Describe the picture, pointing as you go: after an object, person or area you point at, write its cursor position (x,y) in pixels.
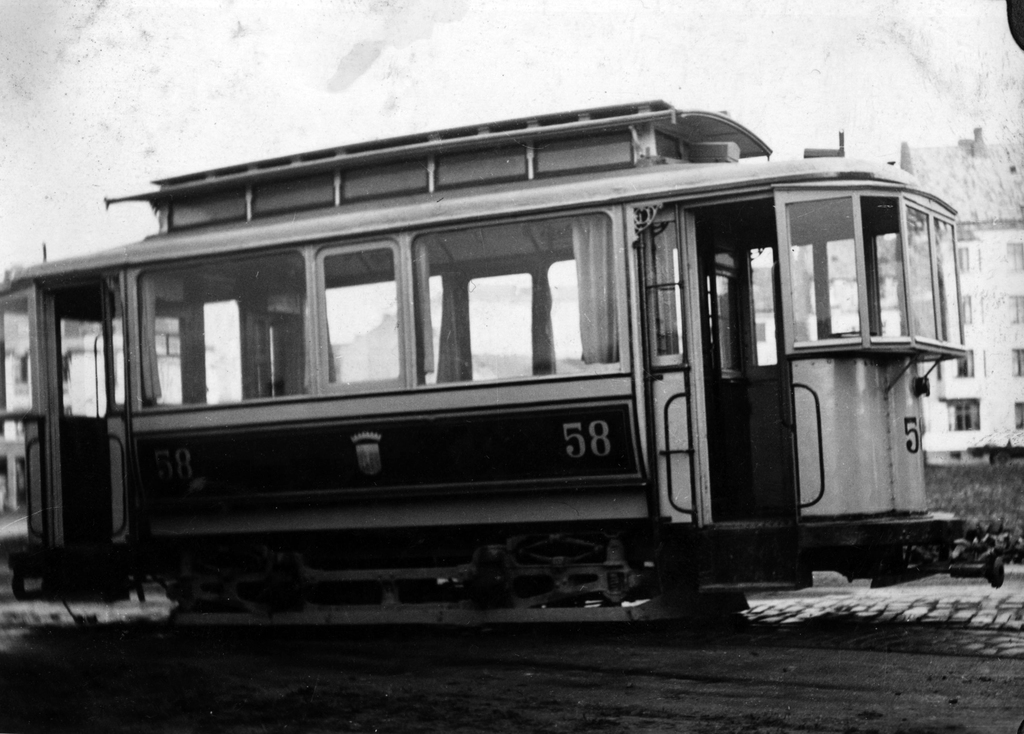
There is a tram (470,497) in the middle of this image (495,281). We can see a building (975,341) on the right side of this image (985,331) and the sky (644,72) is in the background (579,48).
